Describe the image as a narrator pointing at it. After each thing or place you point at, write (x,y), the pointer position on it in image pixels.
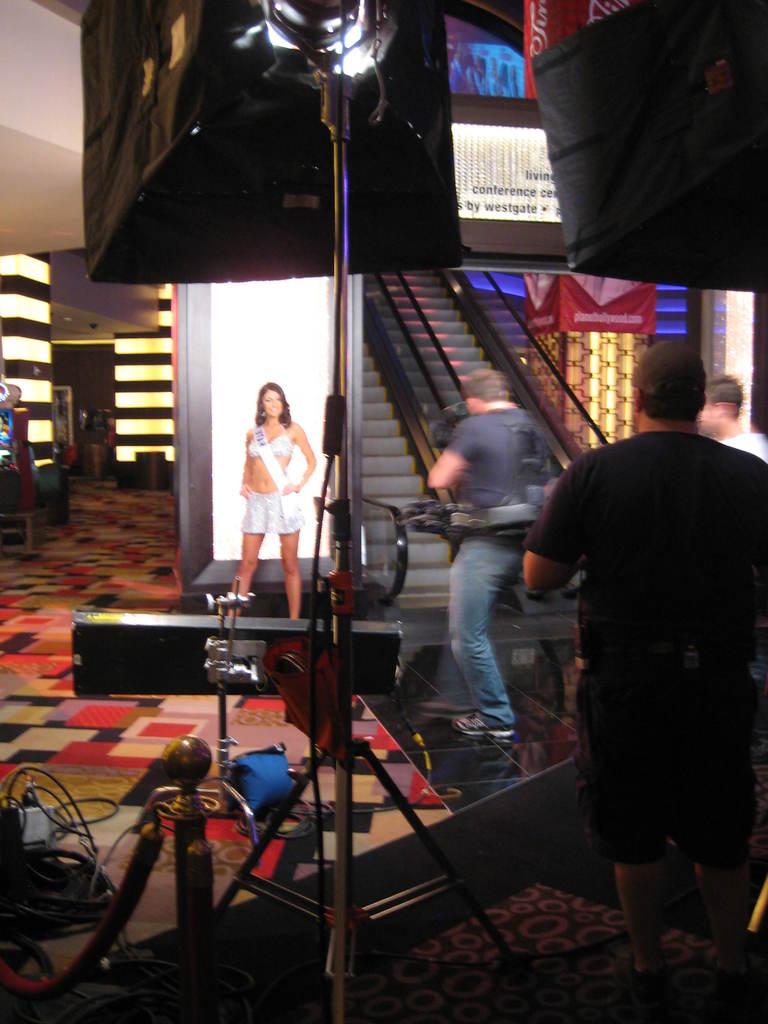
In this image, we can see persons (676,569) standing and wearing clothes (463,549). There is a studio light (393,270) and escalator (406,386) in the middle of the image (366,551). There are pillars (140,372) on the left side of the image (146,429). There are cables (34,864) in the bottom left of the image (34,801).
